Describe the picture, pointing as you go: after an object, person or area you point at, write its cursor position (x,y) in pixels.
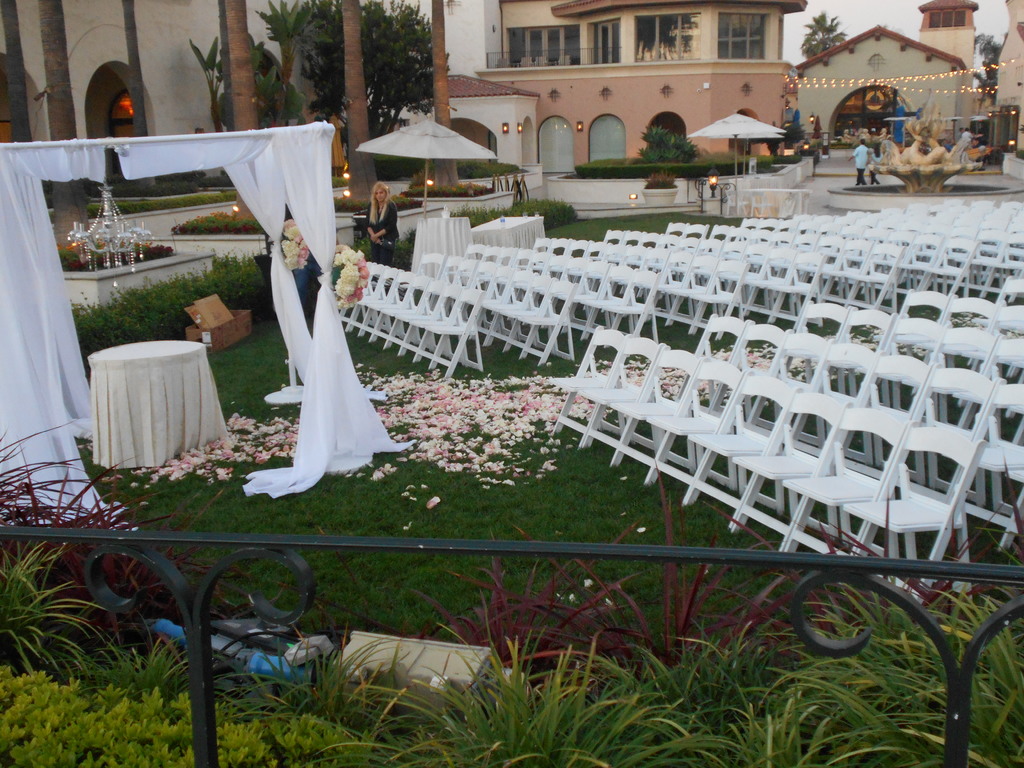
In this image I can see the black colored railing (209,662), few plants (340,714), some grass (384,568), few flowers (480,400) on the ground (497,411), number of white colored chairs (884,419), few white colored umbrellas (431,158), few tables (426,229), a chandelier (103,193), few trees (83,221), few lights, few persons (394,210) standing and few buildings (633,82). In the background (845,3) I can see few trees (837,22) and the sky (805,24).
